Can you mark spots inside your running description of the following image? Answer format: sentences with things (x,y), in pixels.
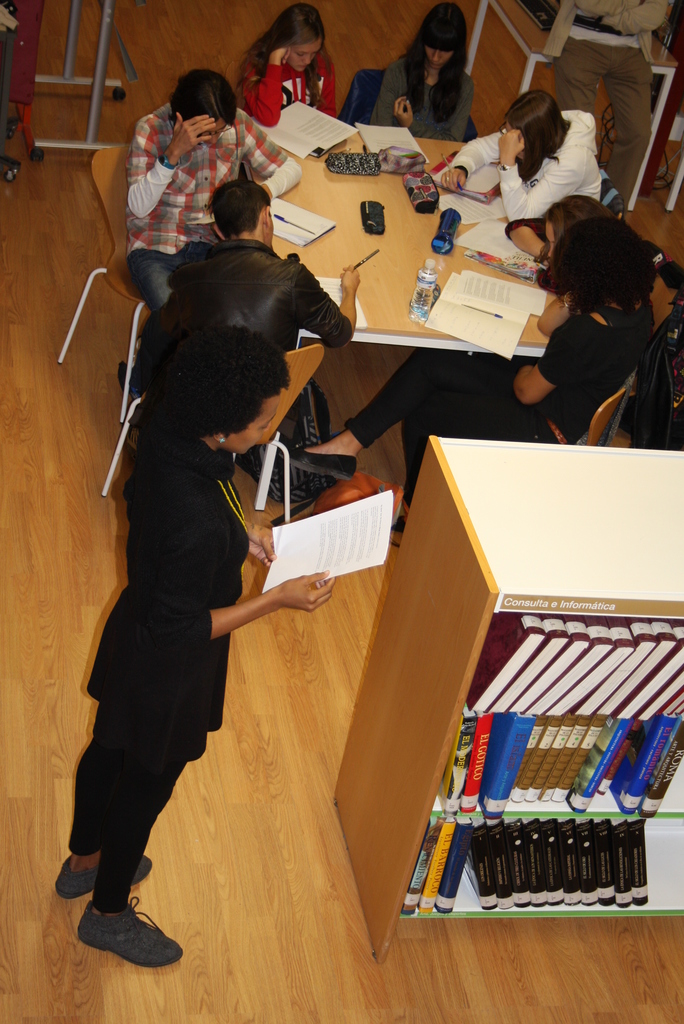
In this image there is a woman (248,541) holding paper (290,557) in her hand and standing on a wooden floor (67,505), in front of her there is a rack (558,542) in that rack (672,906) there books (529,724), in the background (402,185) there is a table (286,206) on that table (388,173) there are books (457,320), bottle (430,282) and pouches (407,160), around the table (535,326) there are people (533,168) sitting on chairs (614,188).
